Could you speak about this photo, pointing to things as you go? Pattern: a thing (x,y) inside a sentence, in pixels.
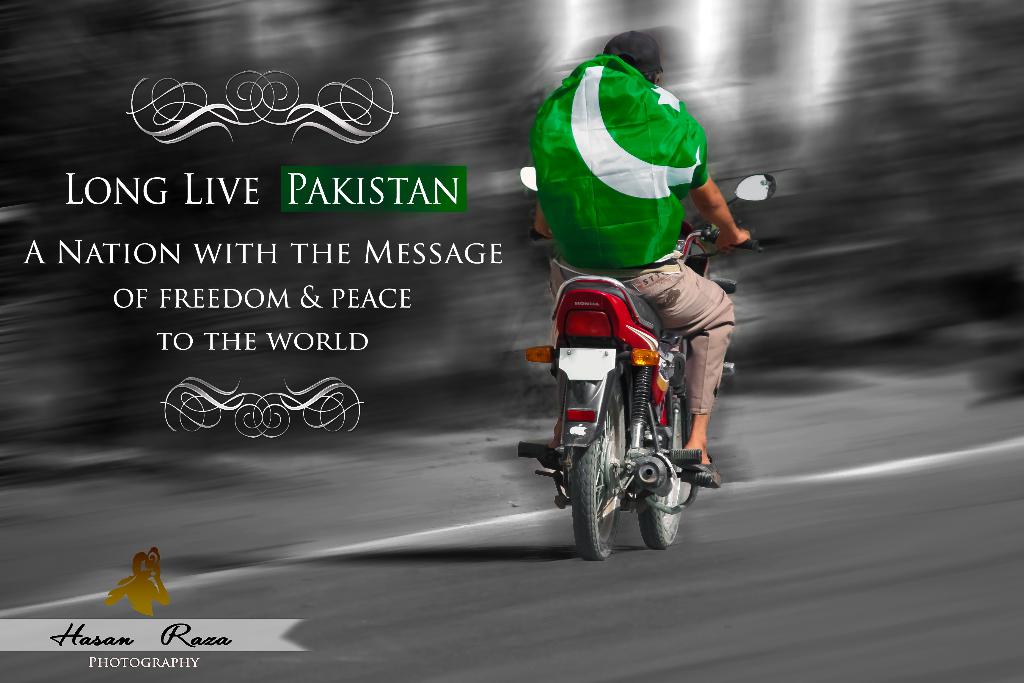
This is an edited image where there is a bike (665,333) and the person (623,86) sitting on his bike (652,438). He is wearing a flag colour shirt (664,183). There is something written in this image that is long live Pakistan a nation with the message of freedom and peace to the world and in the bottom left corner (167,599) there is Hasan Raza photography. This bike (617,421) has lights (582,323) and mirror (745,188).
